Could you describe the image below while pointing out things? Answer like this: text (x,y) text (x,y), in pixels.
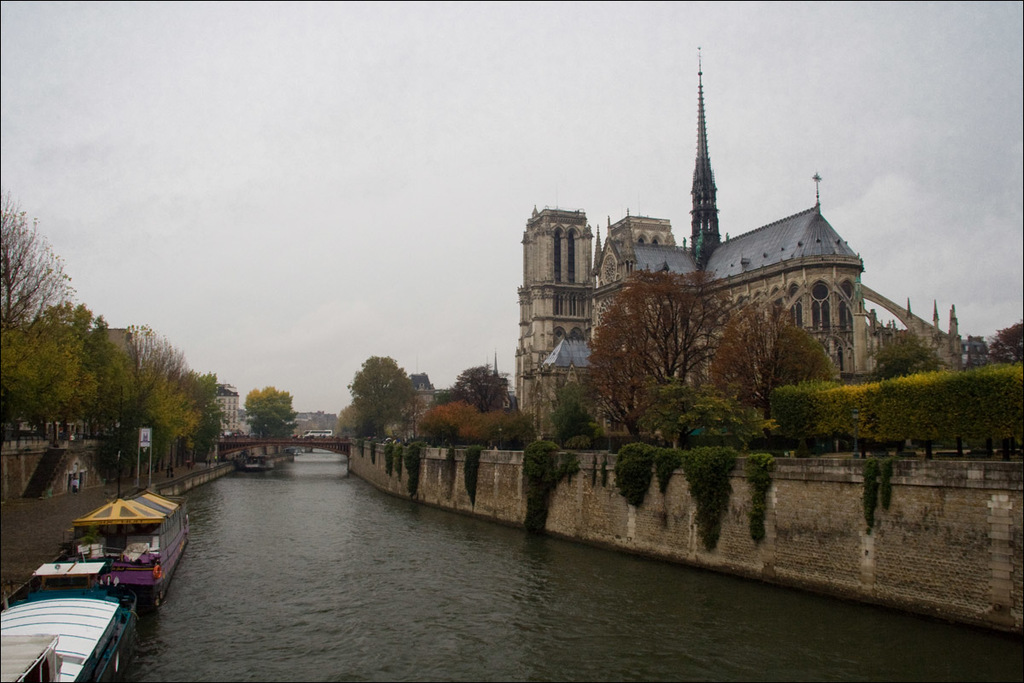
In this image there are boats (168,541) on a river (520,585), on either side of the river (573,596) there are walls (800,509), on that walls (815,509) there are plants (387,458) and trees (28,409) and there is a bridge (298,443) across the river (584,583), on the right side (824,322) there is a building (730,286) in the background (431,262) there is the sky (229,236).
